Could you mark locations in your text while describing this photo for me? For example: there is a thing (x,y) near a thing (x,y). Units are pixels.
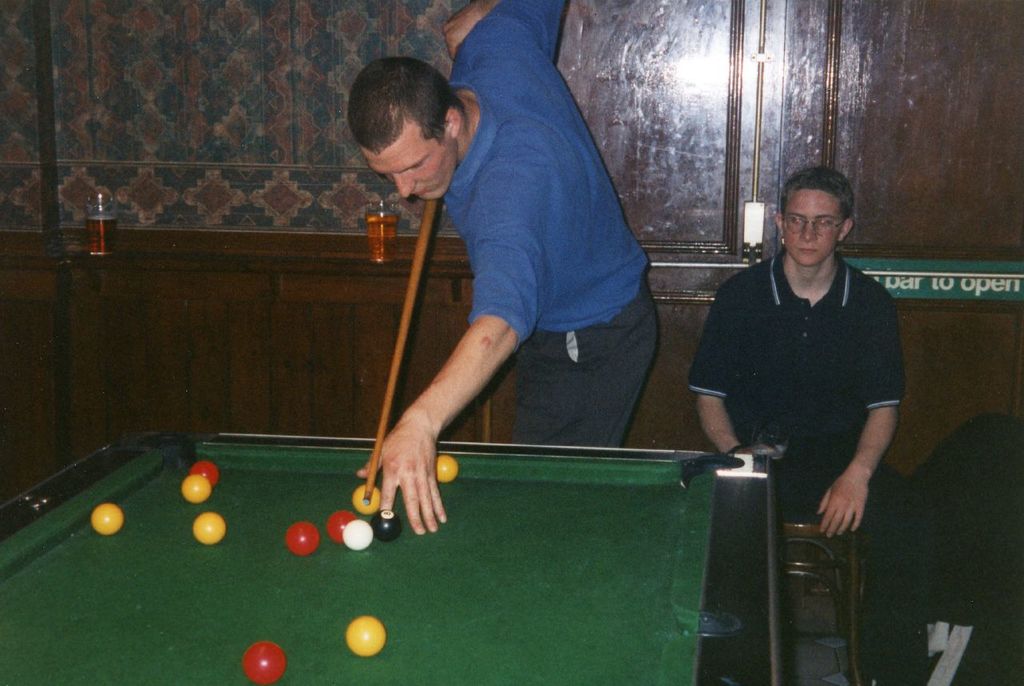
In this picture we can see two men (727,399) where one is sitting on chair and other is holding stick (413,303) with his hand (417,444) and hitting to the ball (349,539) placed on snooker table (377,588) and in the background (355,237) we can see wall (243,157), pipe (764,37).
